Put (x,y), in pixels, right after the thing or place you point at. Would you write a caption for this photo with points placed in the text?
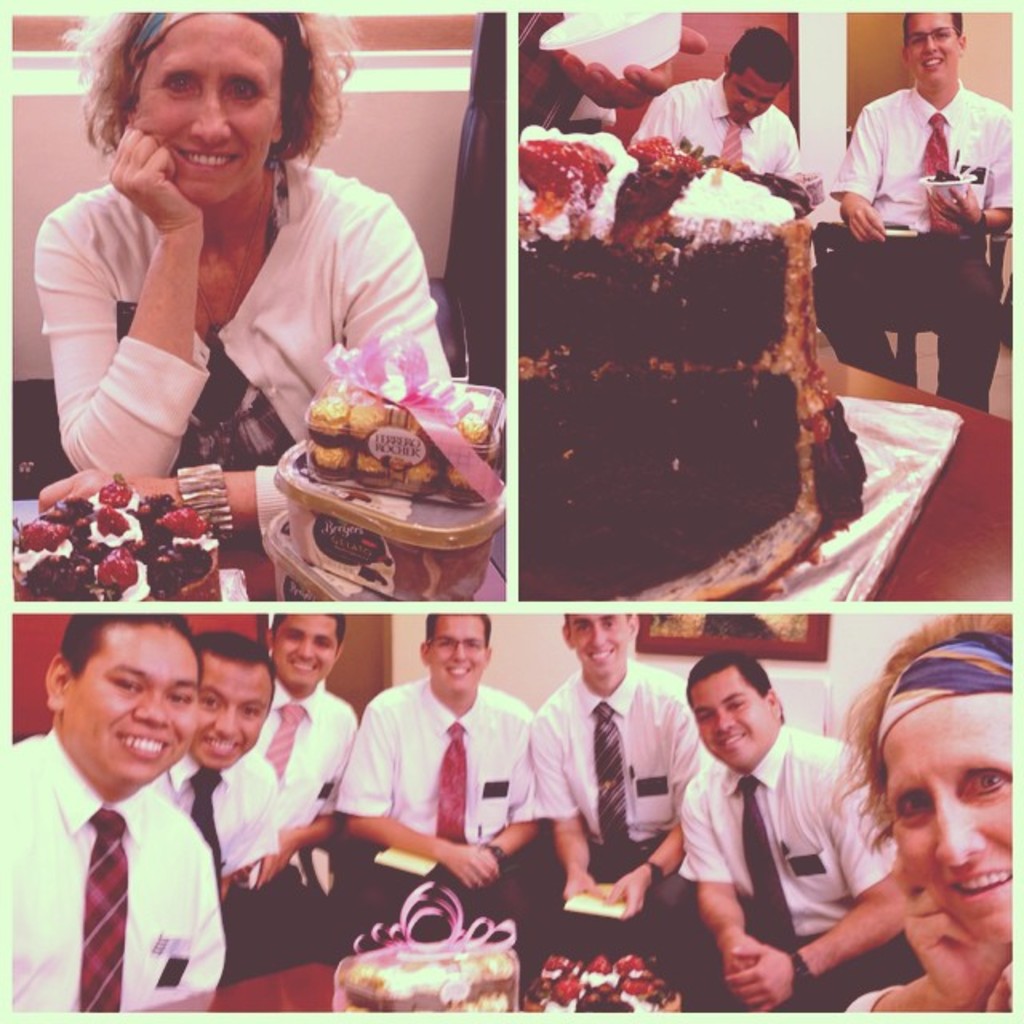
In the image I can see the collage of three pictures (616,464) in which there are some people (308,706) sitting in front of the table (937,403) on which there are some cakes (156,557).
